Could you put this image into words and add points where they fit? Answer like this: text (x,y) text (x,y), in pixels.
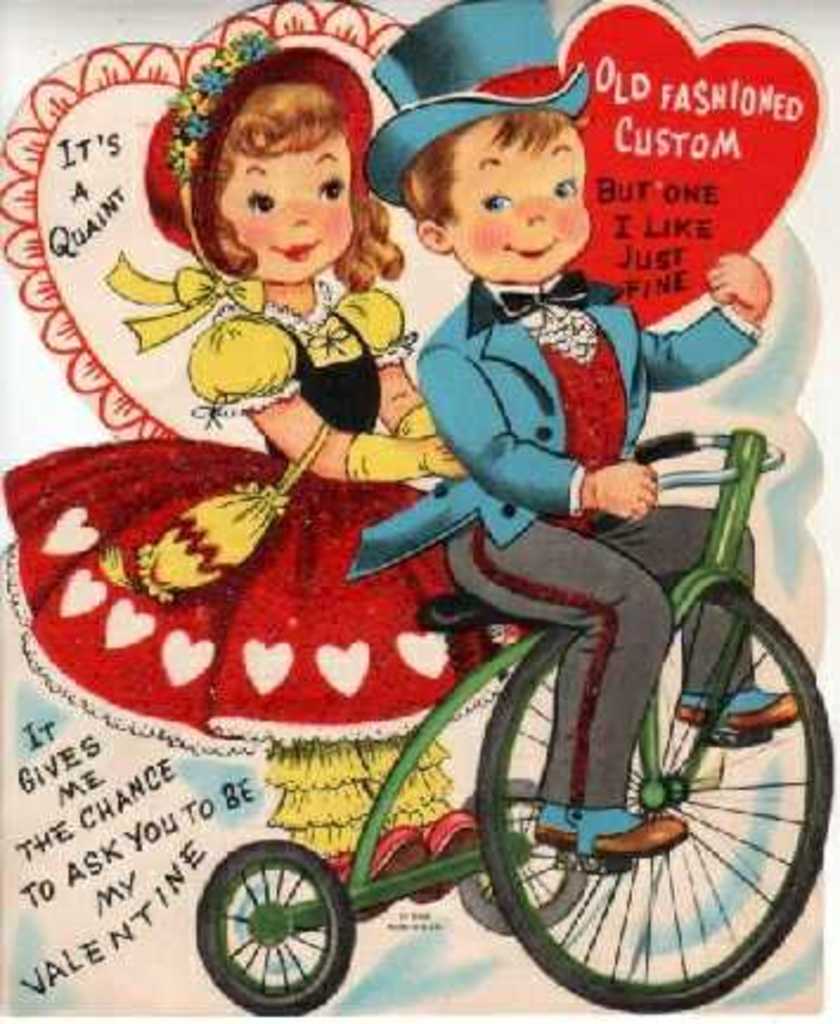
In this image we can see the poster (372,405) of the boy (558,417) holding the text card (714,136) and also riding the bicycle (493,615) with a girl (344,222). We can also see the text (86,149).
